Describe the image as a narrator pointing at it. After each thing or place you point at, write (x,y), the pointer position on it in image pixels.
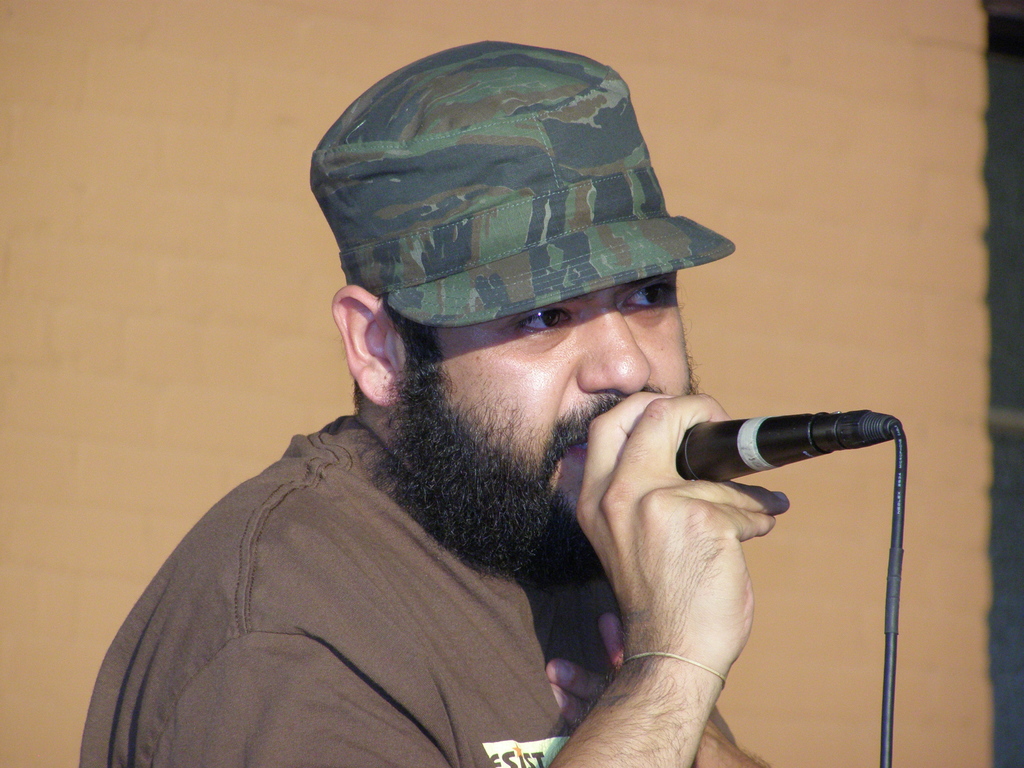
In this image I see a man (375,360) who is wearing a brown t-shirt (541,766) and he is also wearing a cap (609,93) on his head (592,325), I can also see he is holding a mic (897,436).
